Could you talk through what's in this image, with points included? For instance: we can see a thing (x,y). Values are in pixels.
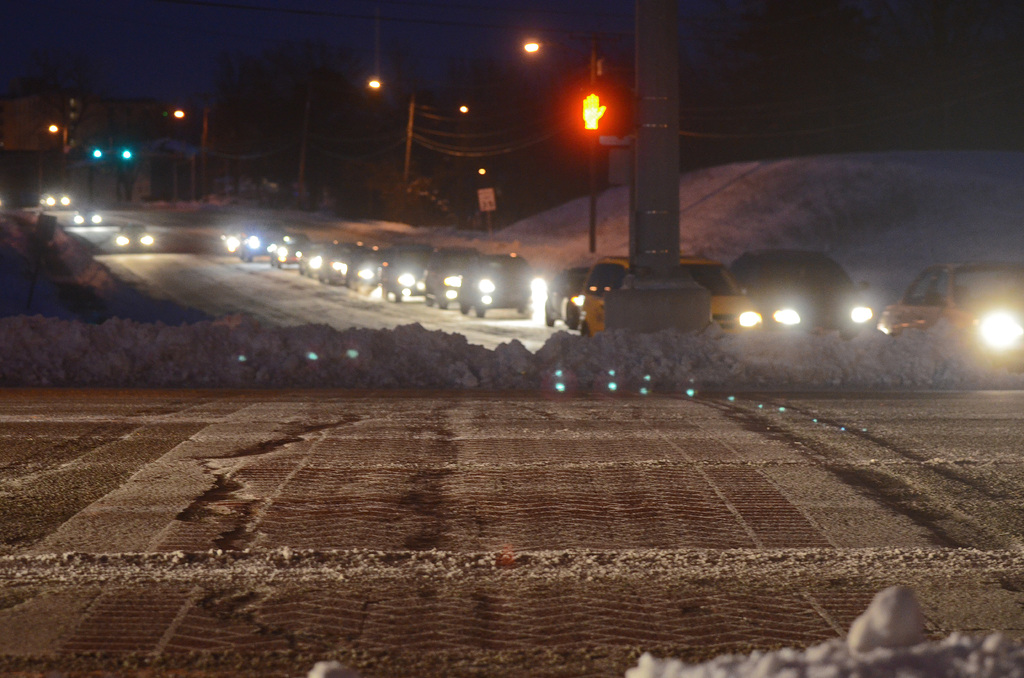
In this image there is a paved road (446,439) in front of that there are some poles (662,322) and cars (533,305) riding on the road (1012,419).
